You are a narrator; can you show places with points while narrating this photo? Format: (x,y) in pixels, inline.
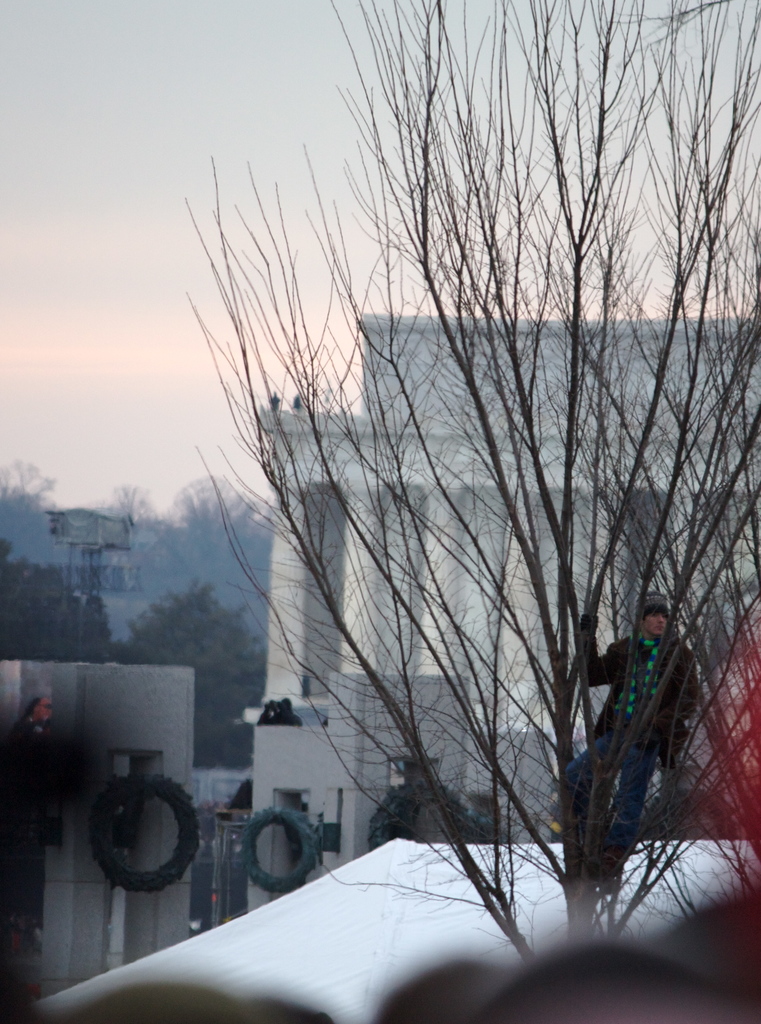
In the image i can see a person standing on the tree (484,603) and i also see the buildings (280,597), trees (6,579), wreaths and in the background (52,327) i can also see the sky (337,296).
